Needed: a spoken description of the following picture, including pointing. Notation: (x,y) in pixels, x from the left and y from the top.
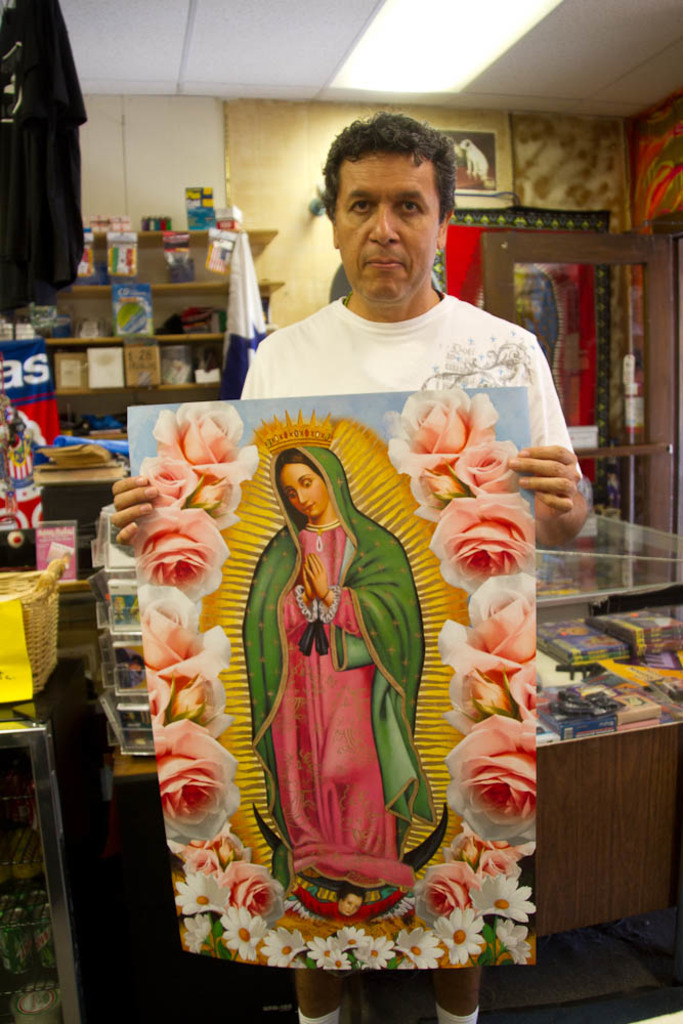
In this picture I can see there is a man (328,1015) standing and he is wearing a white shirt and holding a photograph (378,762) of a lady (368,740) standing and she is wearing a pink dress (332,730) and a green shawl (382,655) and she is wearing a crown (329,445). There are rose flowers (434,512) around her. In the backdrop (141,294) I can see there is a shelf (75,290), it has few objects (71,376) and there is a black shirt (61,212) and there is a door (639,354) on to right (618,257) and there is a light (444,34) attached to the ceiling (526,69) and there is a wall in the backdrop (246,171).
